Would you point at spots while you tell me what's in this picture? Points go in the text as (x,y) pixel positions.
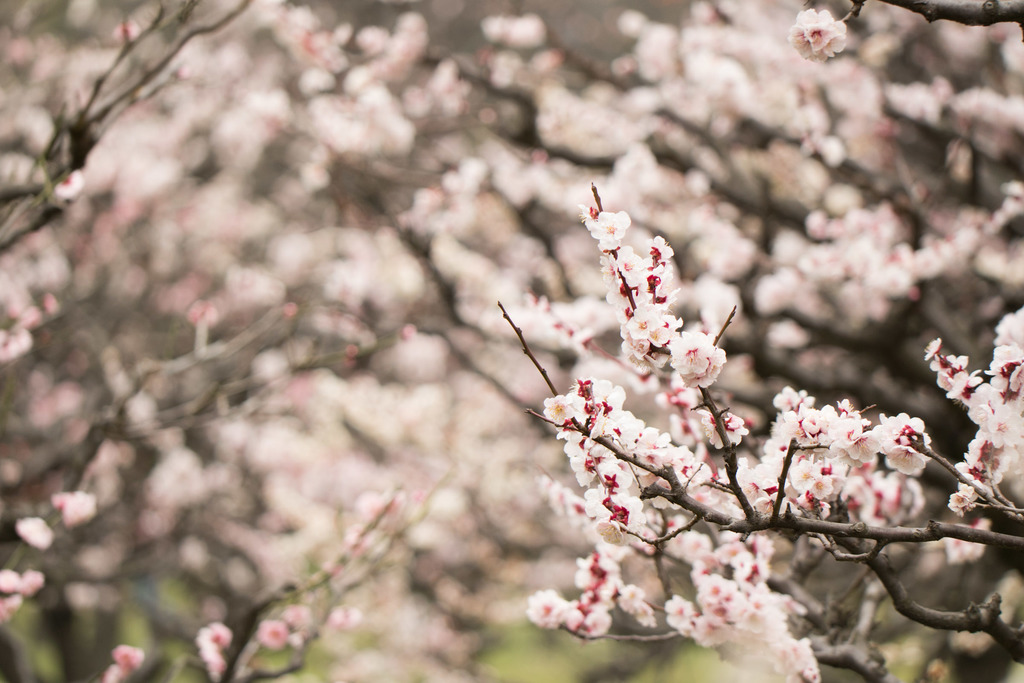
In this image we can see some flowers (761,630), branches (822,625) and some trees (652,373), and the background (58,378) is blurred.
